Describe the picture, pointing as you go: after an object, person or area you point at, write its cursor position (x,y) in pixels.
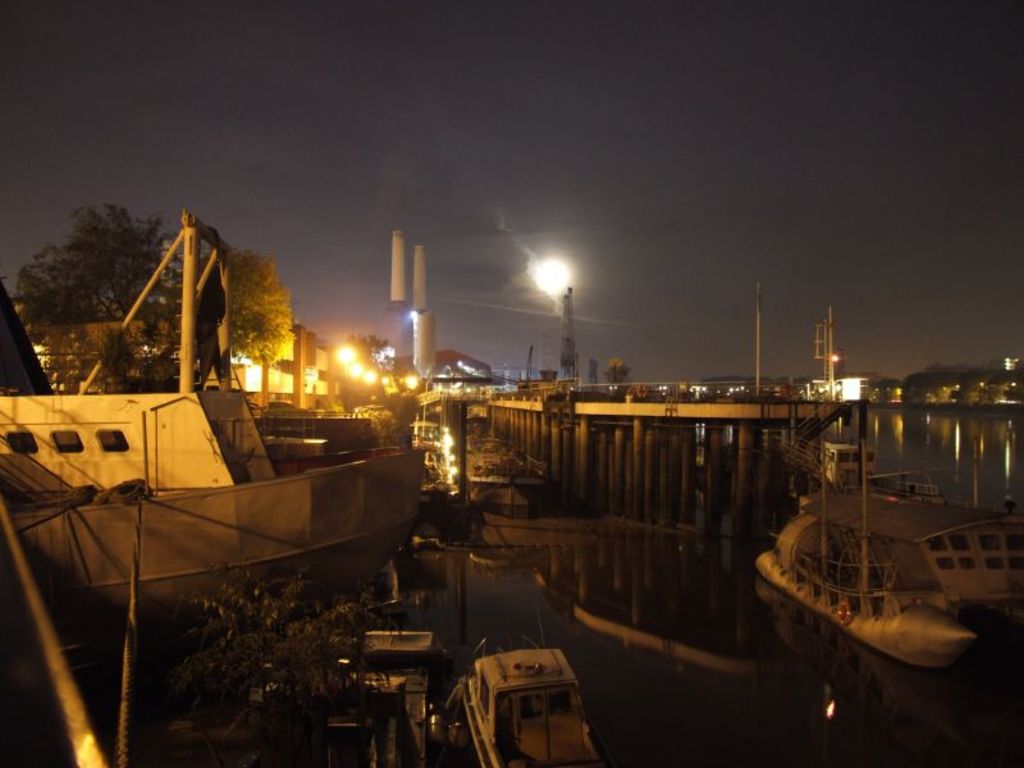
At the bottom of the image (523,641) on the water (953,499) there are ships (985,529) and also there are trees (301,679). Behind the water (505,644) there is a bridge (663,421) with pillars (665,465). In the background (309,399) there are poles (573,366) with street lights (368,377), trees (399,404) and buildings (317,350). At the top of the image (485,150) there is sky (412,201).
